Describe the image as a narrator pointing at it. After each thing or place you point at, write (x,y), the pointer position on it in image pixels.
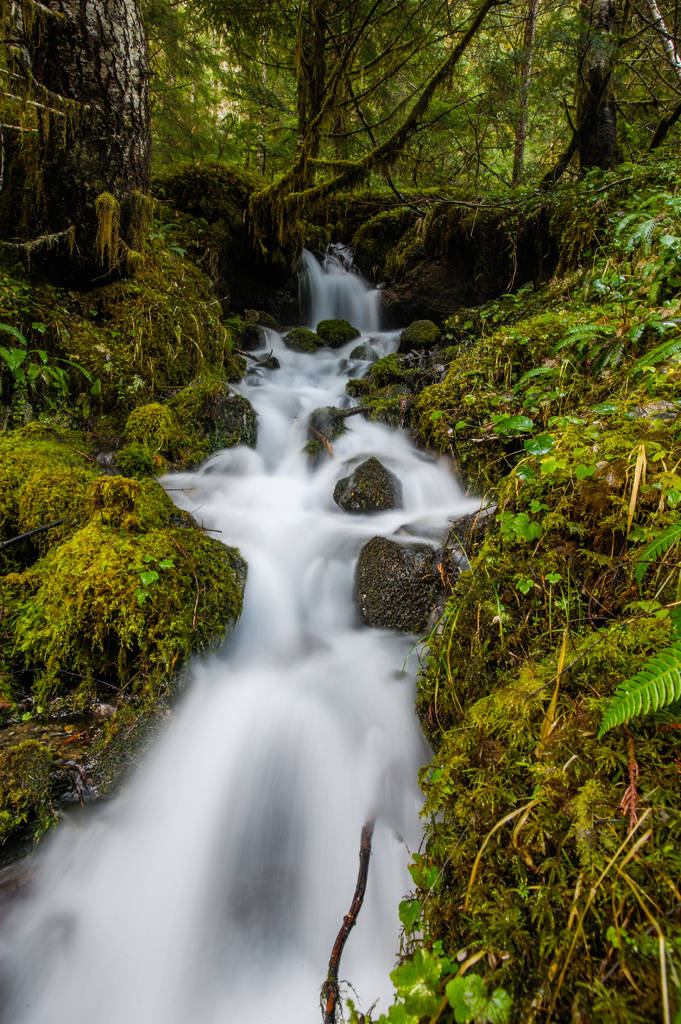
In this image there is a stream (338,642) as we can see in the middle of this image (294,468), and there are some trees (339,166) in the background (290,155).
